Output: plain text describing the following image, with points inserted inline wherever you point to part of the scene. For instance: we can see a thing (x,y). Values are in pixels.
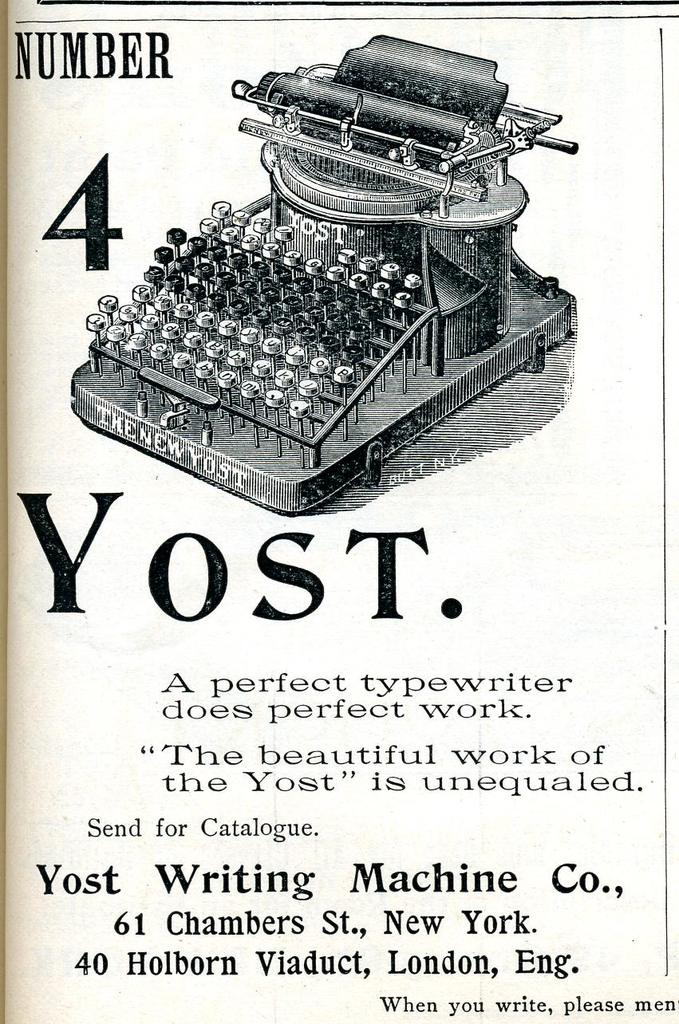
This is a poster having a painting (473,318) of a typing machine (491,124), black colored text (201,542) and numbers (94,229). And the background of this poster is white in color.
